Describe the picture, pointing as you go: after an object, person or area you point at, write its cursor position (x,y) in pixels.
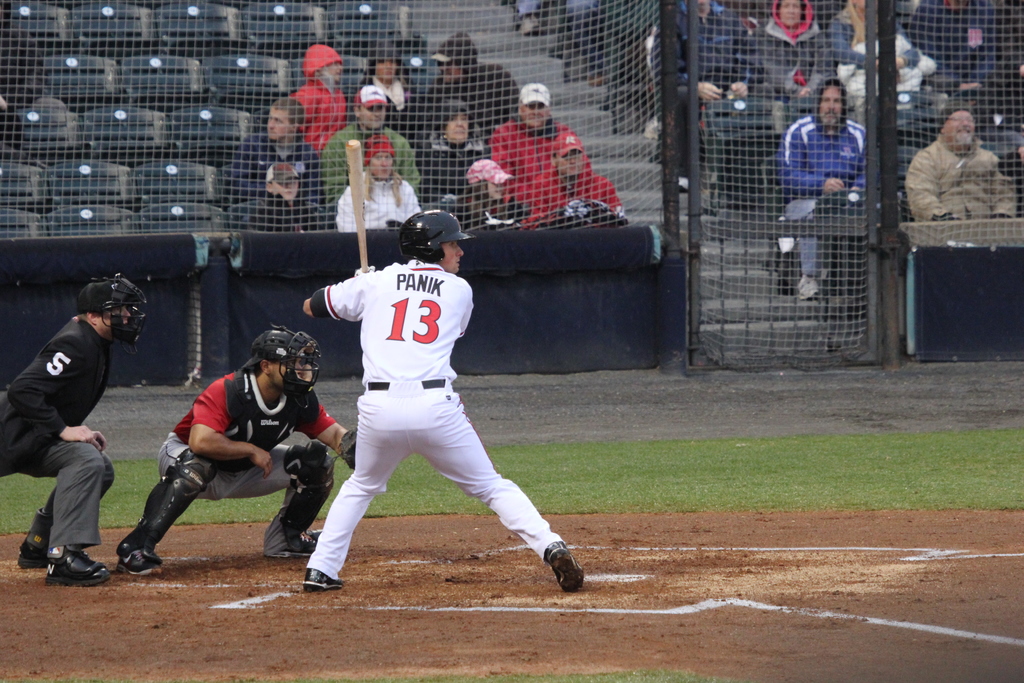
In this image there is a person (436,221) holding a baseball bat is about to perform the action of hitting the ball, behind the person (394,343) there are two people (172,444) wearing helmets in kneel down position, in the background of the image (393,206) there are a few spectators (480,144) watching.
